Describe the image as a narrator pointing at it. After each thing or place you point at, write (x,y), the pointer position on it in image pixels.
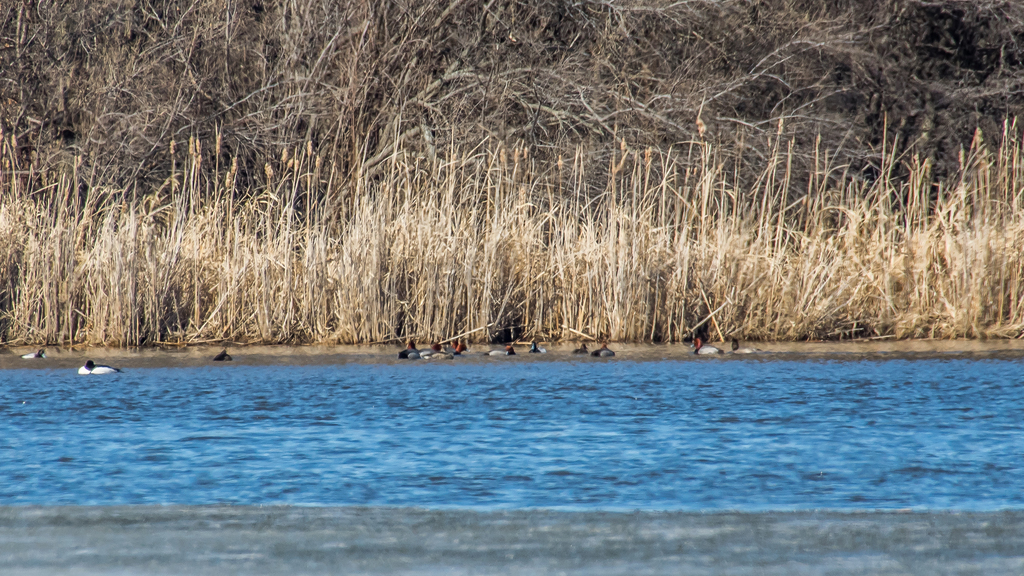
In this image we can see trees (319,171), birds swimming in the water (480,358) and a lake (194,451).
